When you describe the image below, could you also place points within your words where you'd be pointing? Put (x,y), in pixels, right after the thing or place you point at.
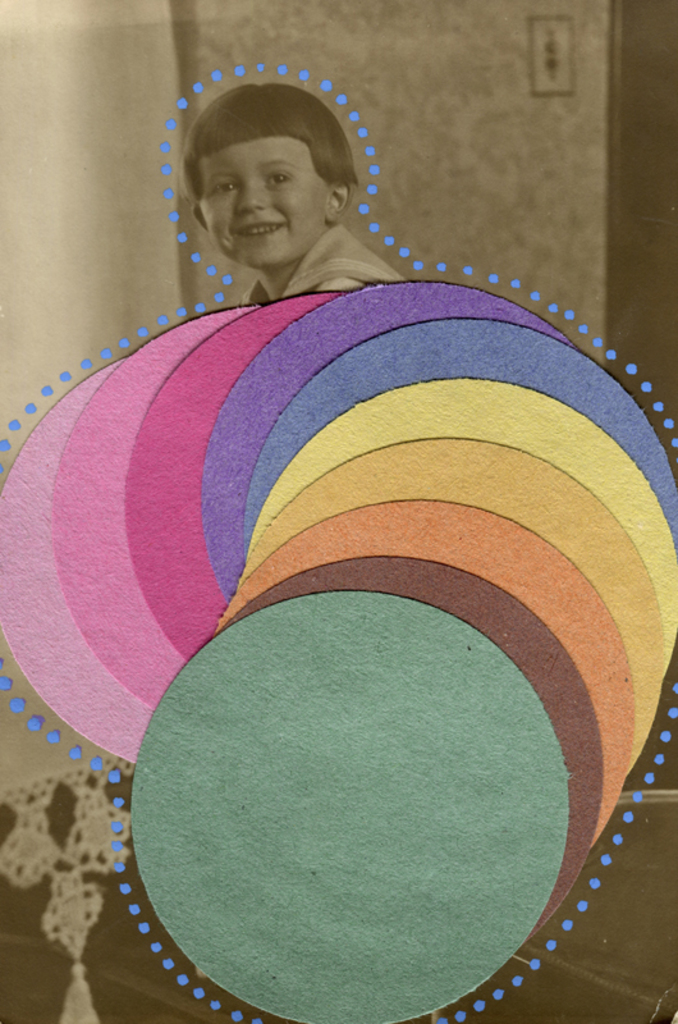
This is an edited image. I can see a kid (295,278) smiling. In front of the kid (279,275), there are different colors. In the background (34,301), I can see a curtain (113,106) and an object (550,85) attached to the wall (454,60).
